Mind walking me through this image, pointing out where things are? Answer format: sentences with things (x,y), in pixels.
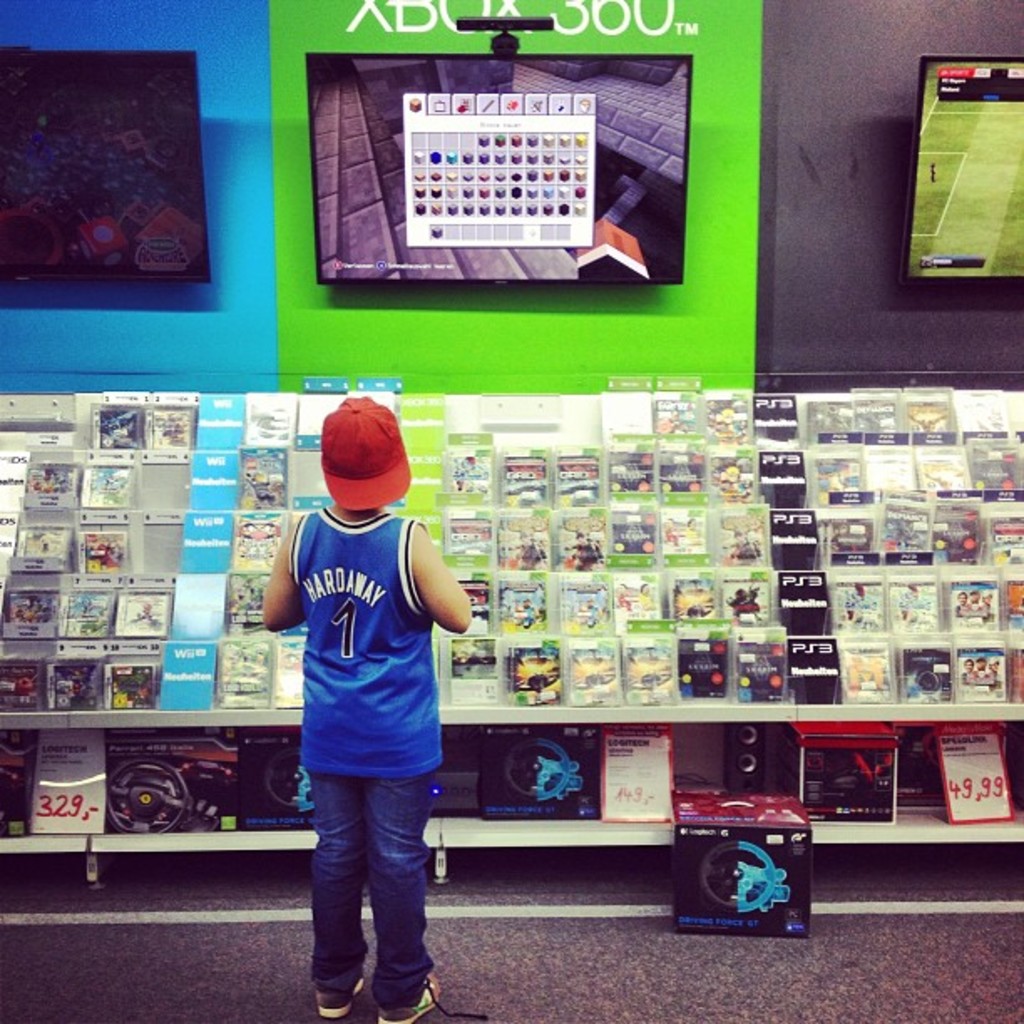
In this image I can see a boy (296,591) is standing, I can see he is wearing blue cloth (356,555), red cap (385,494), blue jeans (349,885) and shoes (405,1007). Here I can see something is written on his dress (336,636). In the background (32,218) I can see few screens (409,218) and I can also see number of things (545,603) over here. I can also see few boxes (748,847) on this rack (471,799).
